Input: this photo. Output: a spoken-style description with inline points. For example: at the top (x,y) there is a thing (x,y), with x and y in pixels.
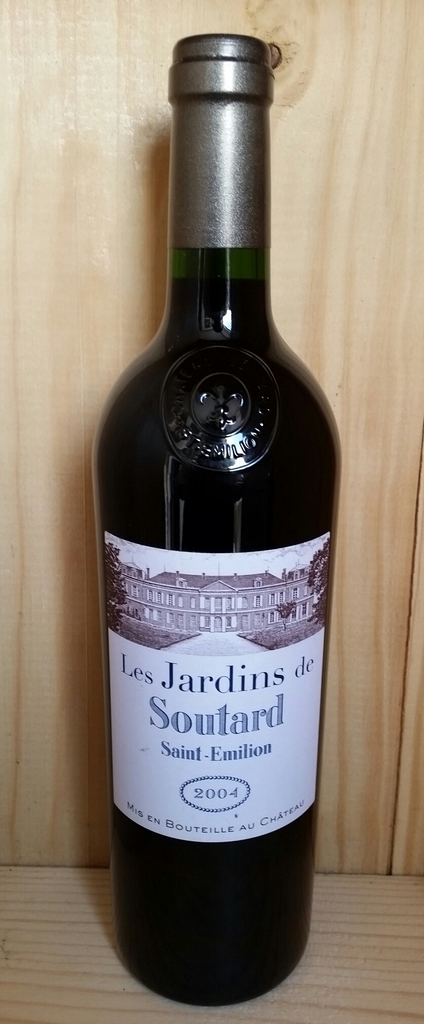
In the center of the picture (164,597) there is a wine bottle (164,386). In the background (87,212) there is a wooden wall (87,212) and a wooden foreground (74,985).
